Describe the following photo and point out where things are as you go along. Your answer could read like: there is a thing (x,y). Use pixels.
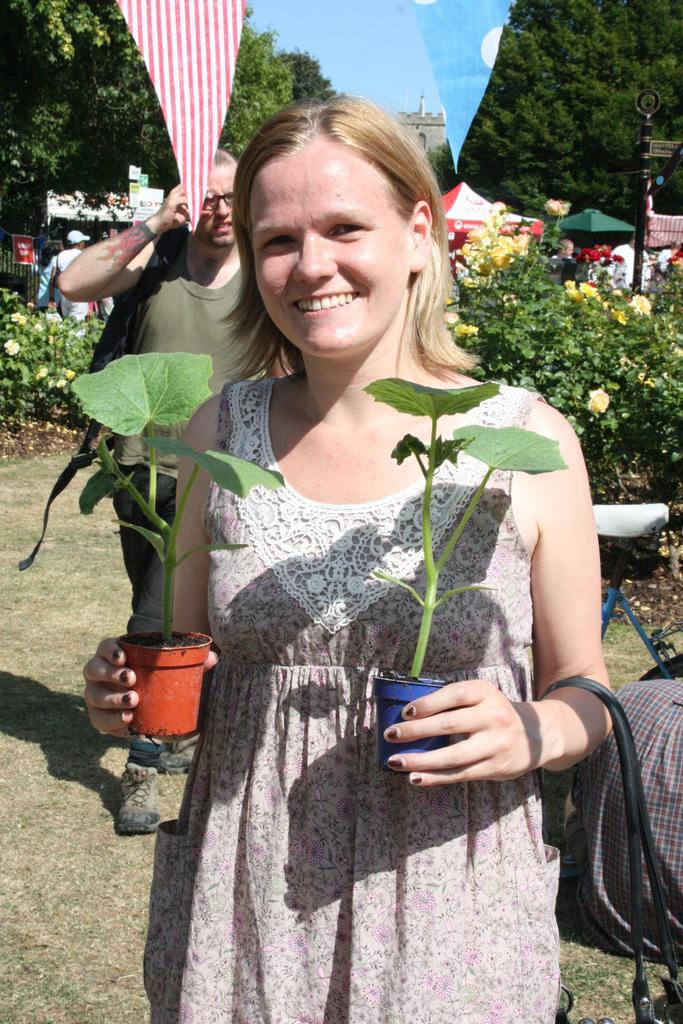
In the foreground (152,509) I can see a woman (381,196) is holding two houseplants (392,715) in her hand (95,699). In the background (39,300) I can see plants (52,327), crowd (60,269) and tents (481,215) on the road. On the top (623,119) I can see trees (306,69) and the sky (421,73). This image is taken during a day in the garden (31,784).
